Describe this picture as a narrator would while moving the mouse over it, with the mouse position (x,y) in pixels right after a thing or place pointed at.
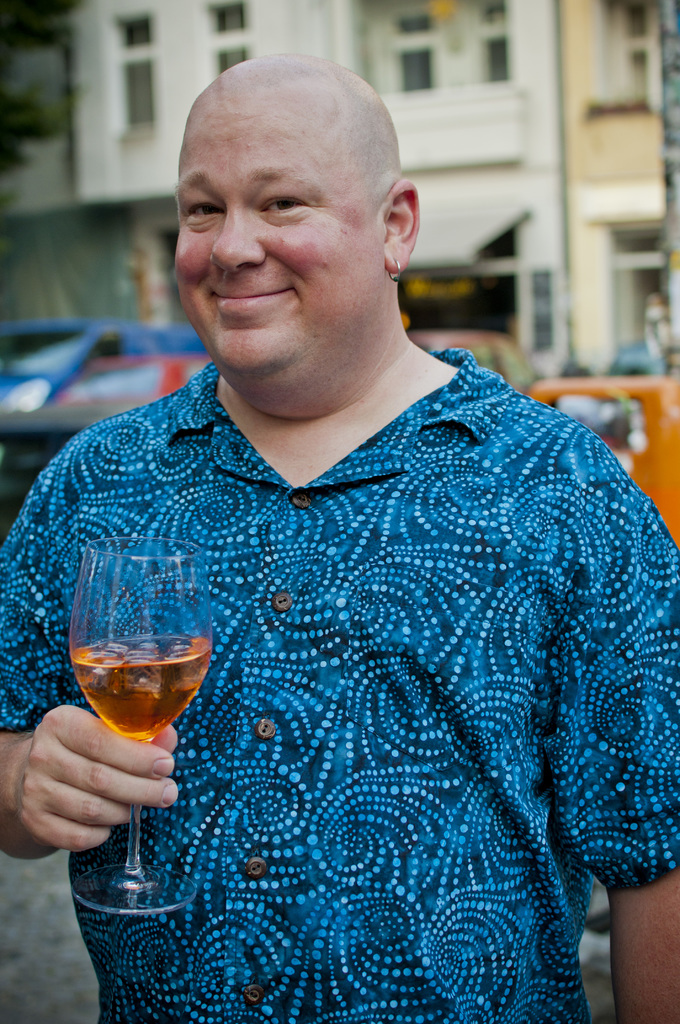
In this picture there is a man (322,524) wearing blue T shirt (327,714) is holding a glass (146,673) in his hand (61,709). There is a car (123,362), tree (46,125) and a building (460,89) in the background (495,97).
